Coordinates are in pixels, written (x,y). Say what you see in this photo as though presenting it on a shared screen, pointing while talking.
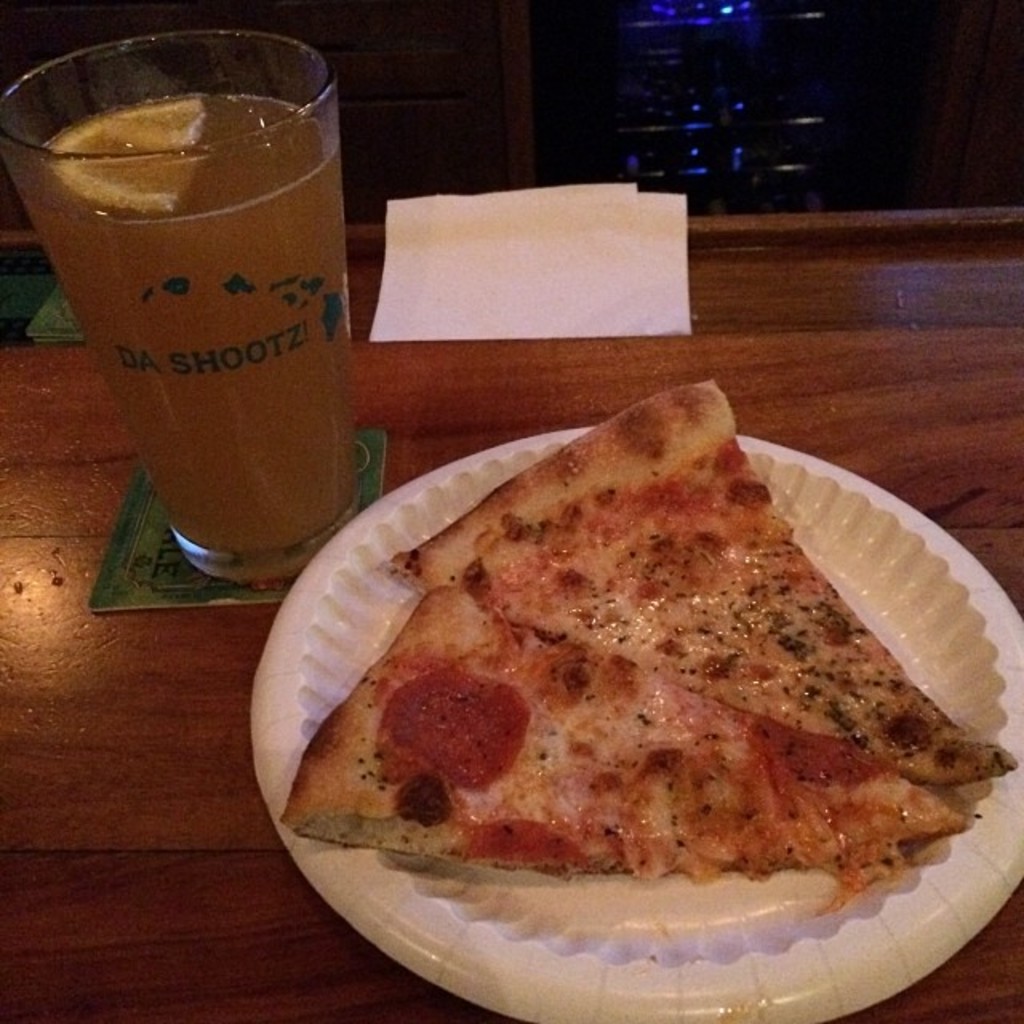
In this image there are two pizza slices (768,683) on the plate (644,1020), there are tissues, coasters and a glass of juice (249,458) on the table (26,354), and in the background (539,27) there are some items (433,88).
